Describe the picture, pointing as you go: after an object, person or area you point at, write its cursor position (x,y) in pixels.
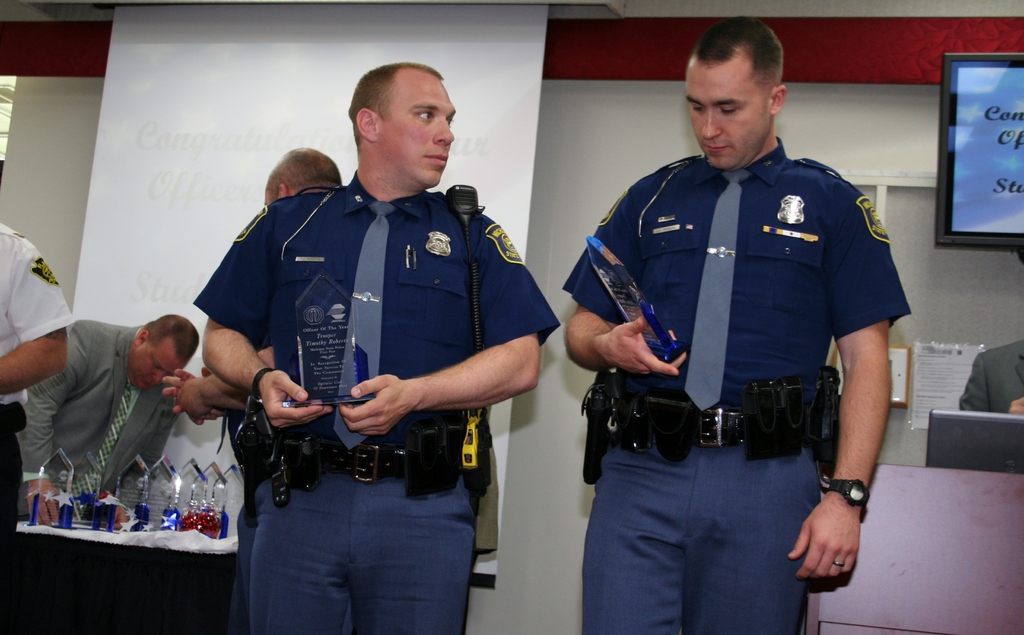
In this image we can see few people (430,389), two of them are holding awards (636,297), there are few awards (174,497) on the table (159,548) and an object (208,86) looks like presentation screen (332,139) on the left side (246,157) and there is a screen (985,195), posters (932,371) to the wall (898,223) and a laptop (983,436) on an object (926,552) looks like podium (926,552) on the right side (919,523).
